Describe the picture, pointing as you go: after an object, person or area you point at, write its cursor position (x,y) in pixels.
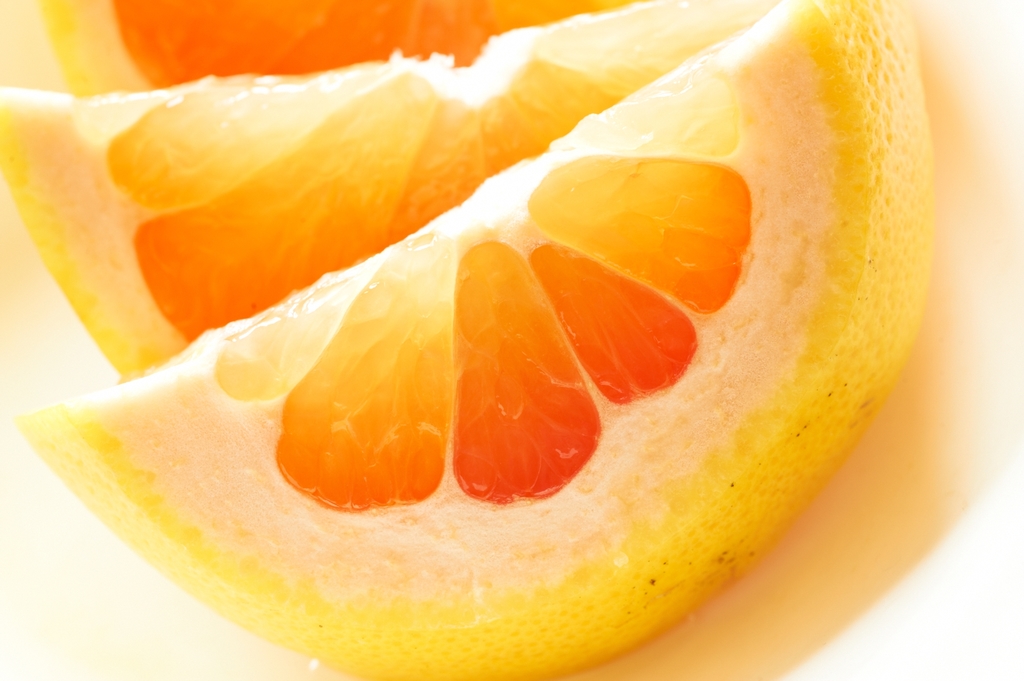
In this image orange slices (402,237) are present.
